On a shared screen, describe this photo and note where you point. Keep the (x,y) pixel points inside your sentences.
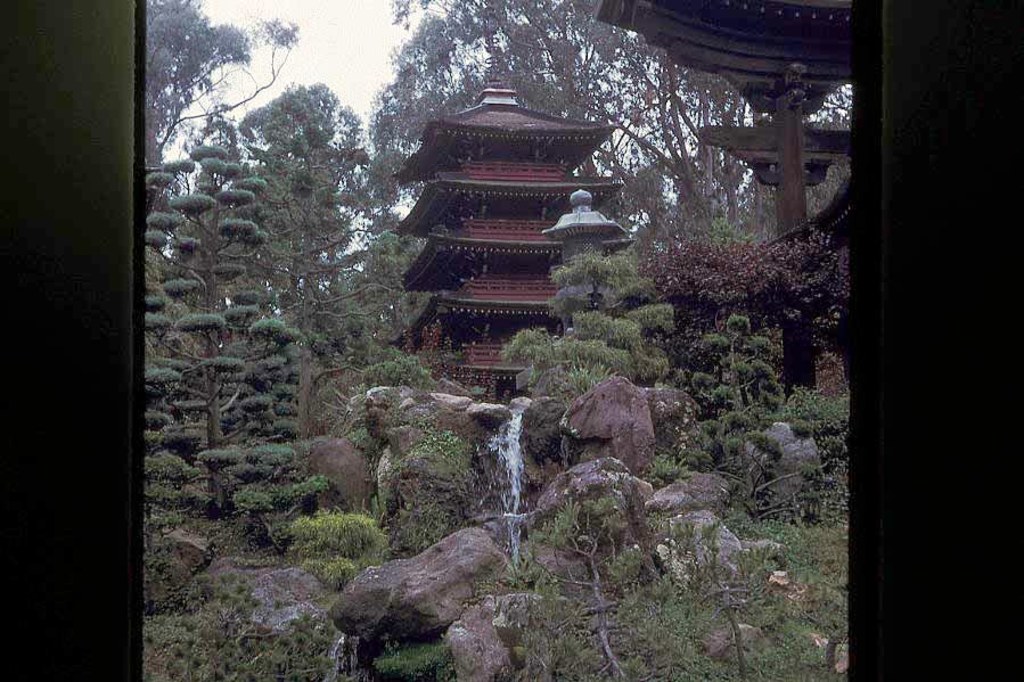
In this picture we can see few buildings (524,273), trees (710,401), rocks (474,406) and water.
